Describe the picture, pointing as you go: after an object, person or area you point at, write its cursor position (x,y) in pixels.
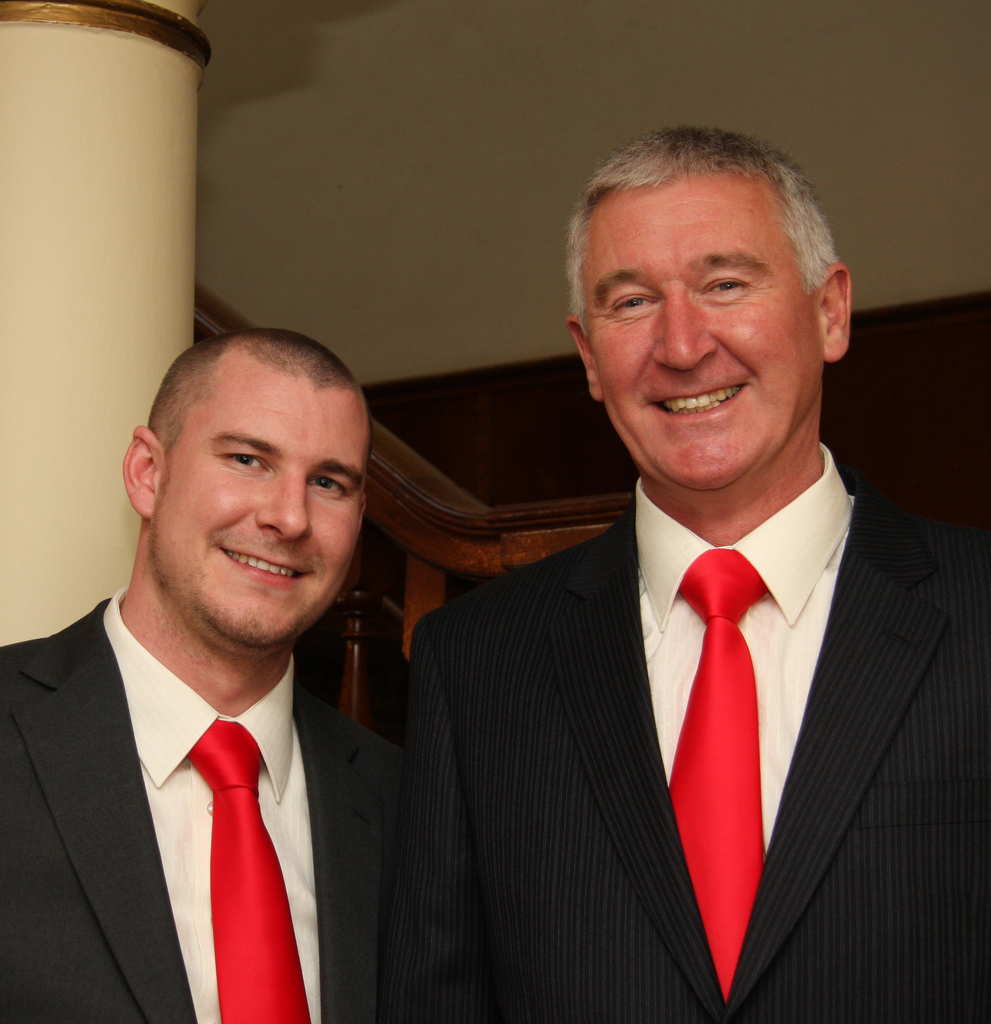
In the center of the image (411,662) there are two person (494,646) standing. In the background (31,294) there is pillar (59,228) and wall (396,212).
